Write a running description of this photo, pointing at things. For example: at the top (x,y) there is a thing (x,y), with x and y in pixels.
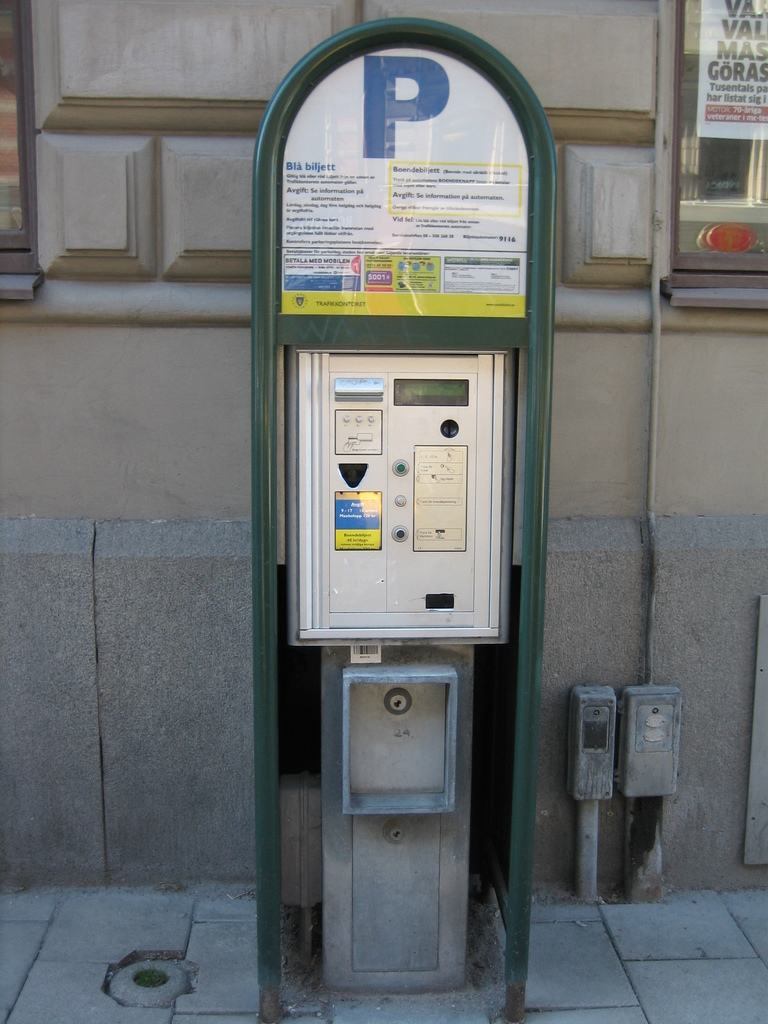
In this image I can see the parking meter (505,544) which is white, blue and green in color on the ground (245,910). In the background (194,492) I can see the cream colored wall (99,406), a pipe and few other objects (651,753) to the wall (716,368).
